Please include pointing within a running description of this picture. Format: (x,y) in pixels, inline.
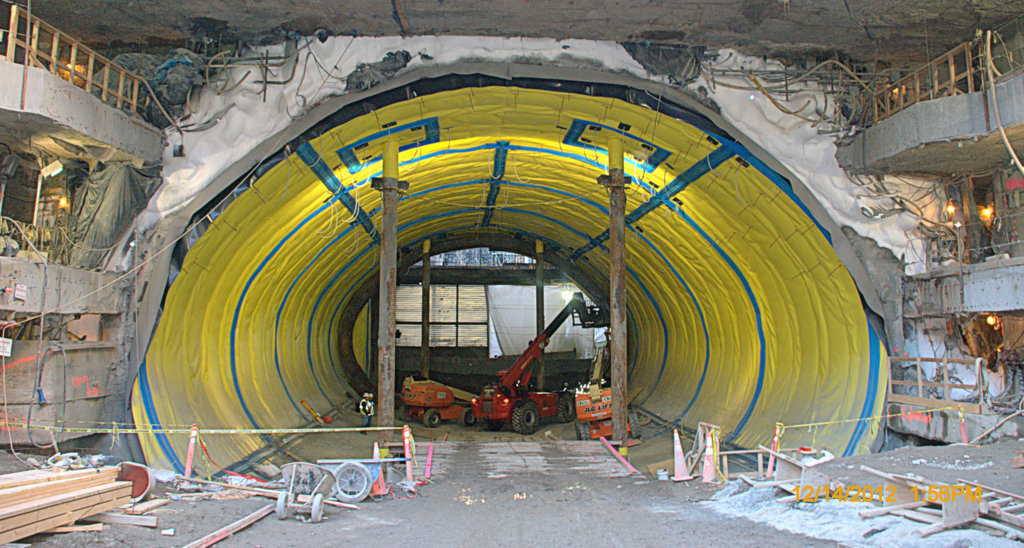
In this image I can see vehicles (407,396), stoppers (383,487), fence (172,425), poles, cement (822,522) and wooden planks (786,476) on the ground (488,495). In the background (929,323) I can see a wall like cave (596,219) and fence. This image is taken during a day.
